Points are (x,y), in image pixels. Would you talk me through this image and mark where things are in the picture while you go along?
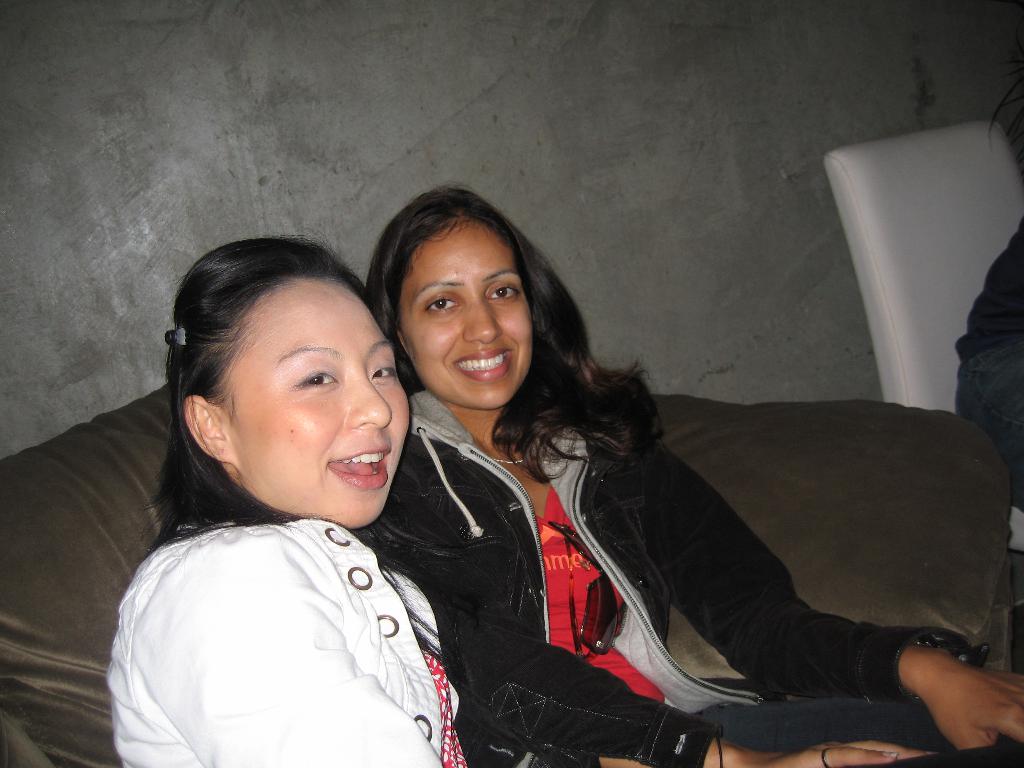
In this image there are two women (347,481) sitting in a sofa (800,451) with a smile (373,484) on their face (255,402), beside them there is another person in the chair (899,182).
